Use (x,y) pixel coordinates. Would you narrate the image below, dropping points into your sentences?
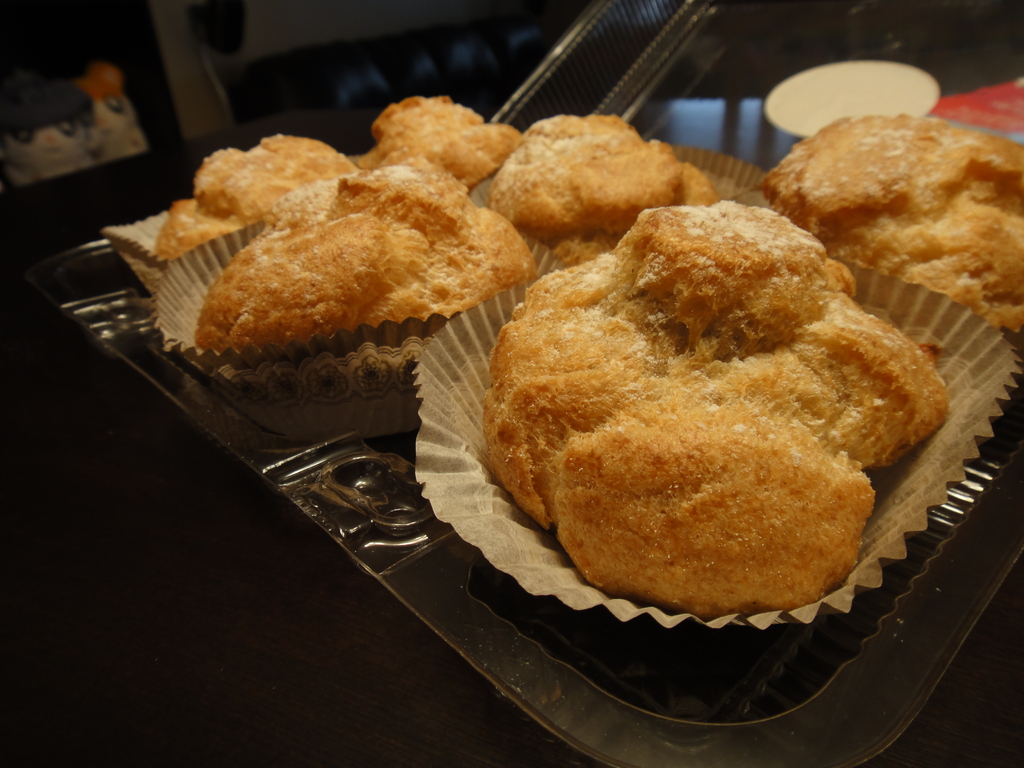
In this image, we can see some food items (506,369) in a tray (824,638). In the background (23,143), we can see some objects (424,89) like the sofa (394,43), some toys (132,125) and the wall (364,20). We can also see a white colored object (901,107).
